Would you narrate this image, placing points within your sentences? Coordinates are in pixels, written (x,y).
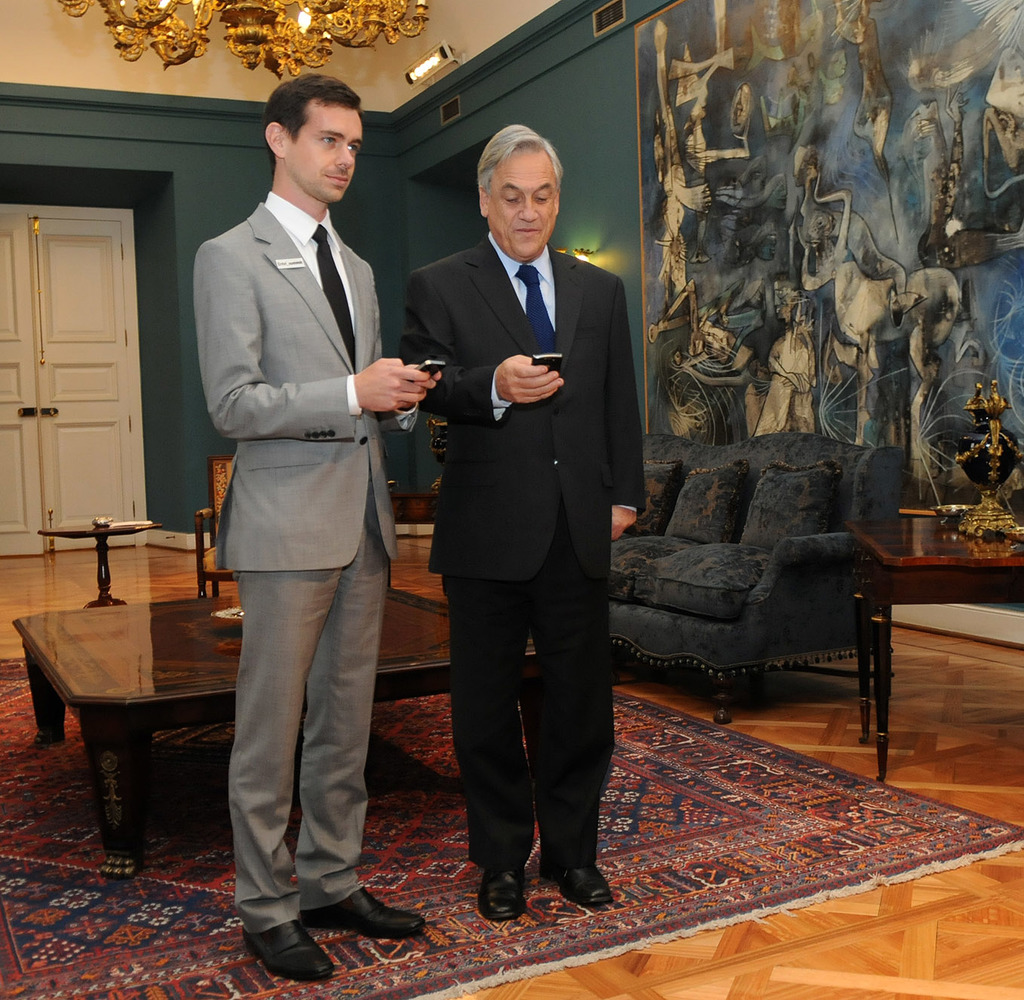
In the center of the image (535,428), we can see people (227,266) standing and holding mobiles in their hands (512,374) and in the background (119,626), there is a table (85,531), stand (888,641), chair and sofa (733,543) and we can see an object (992,497) on the stand (932,553), which is on the right (961,469) and there are lights (405,77) and we can see painting (785,103) on the wall (184,308). At the bottom (907,733), there is floor (906,713).
